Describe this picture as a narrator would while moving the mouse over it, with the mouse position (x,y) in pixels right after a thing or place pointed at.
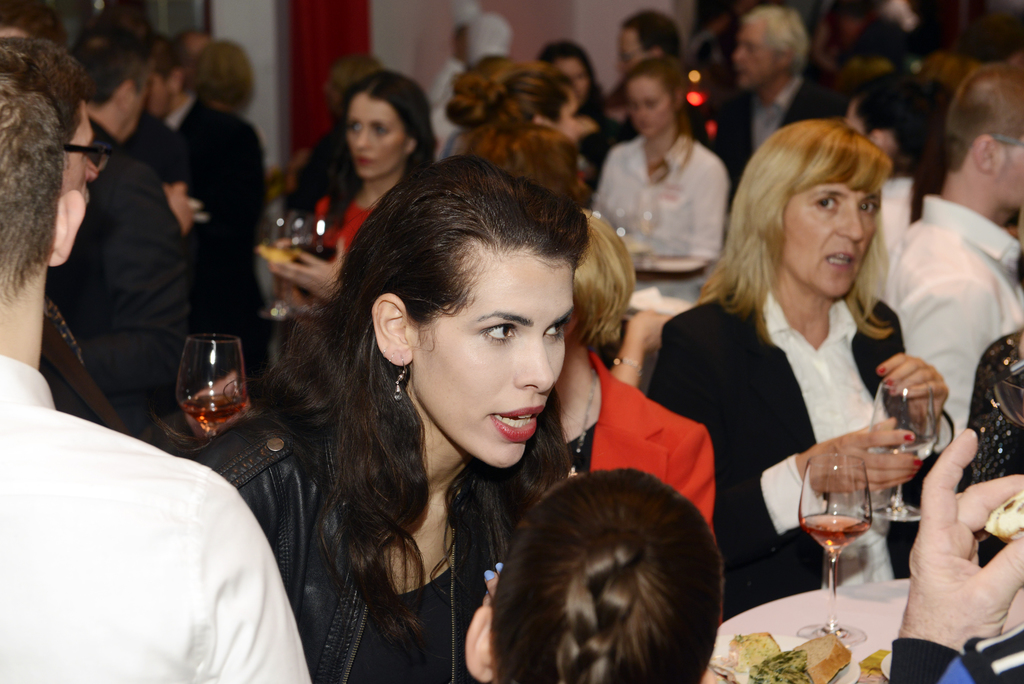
There are group of people (883,356) in the image. Woman (424,413) in the center (366,447) wearing a black jacket (251,454) and earrings (398,399). Besides her there is another woman (663,417) wearing red jacket (647,443). In the right bottom (849,617), there is a table (871,630), on the table (863,617) there is glass (844,494) and some food (775,644).
